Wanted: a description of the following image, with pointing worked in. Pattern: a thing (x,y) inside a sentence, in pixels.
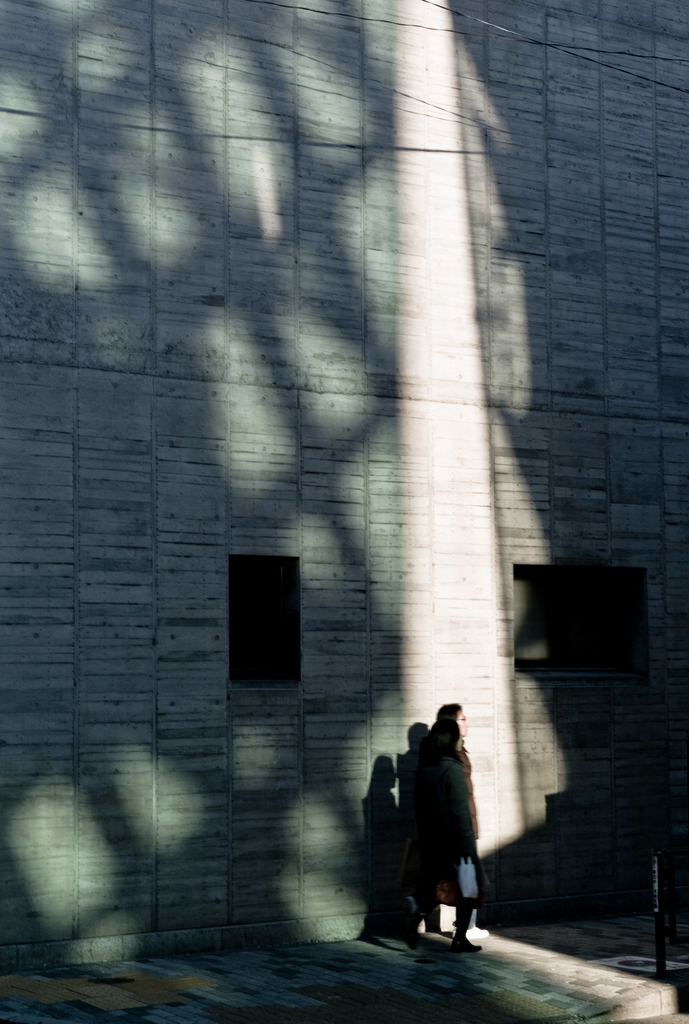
In this image there are two people (444,793) walking on the footpath (431,957). In the background (358,356) there is a tall wall (442,309). At the top (491,25) there are wires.
